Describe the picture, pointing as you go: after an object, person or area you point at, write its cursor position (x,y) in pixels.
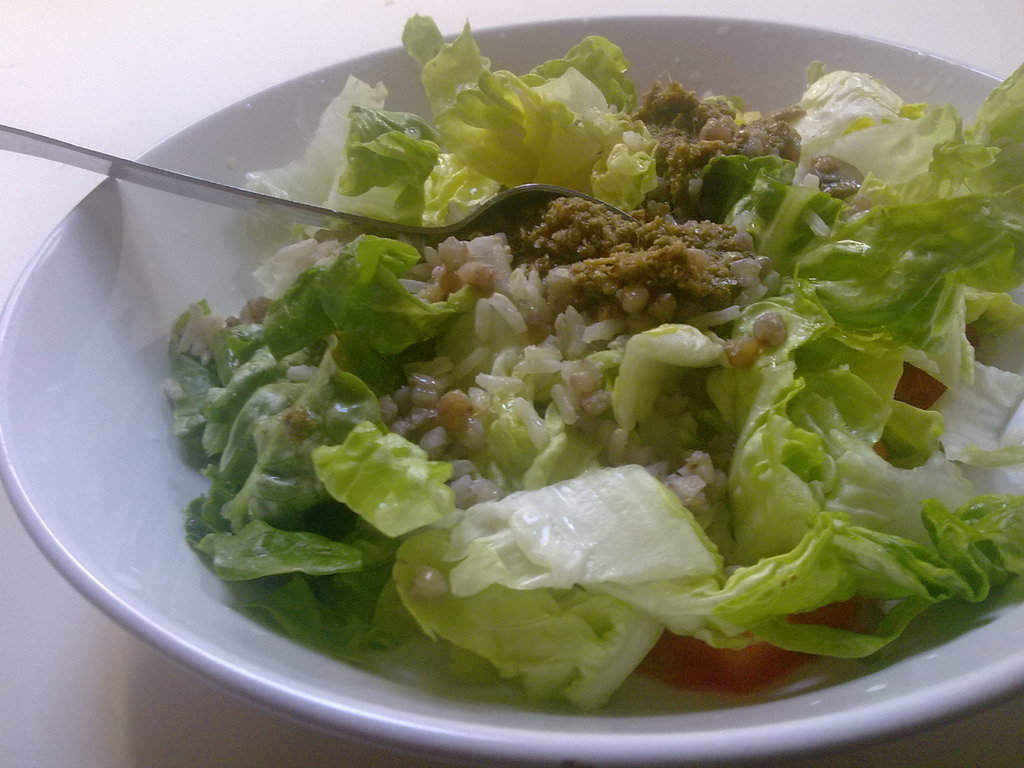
In the image we can see a bowl (875,681), white in color. In the bowl (182,594) there is a food item (513,396), this is a spoon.
